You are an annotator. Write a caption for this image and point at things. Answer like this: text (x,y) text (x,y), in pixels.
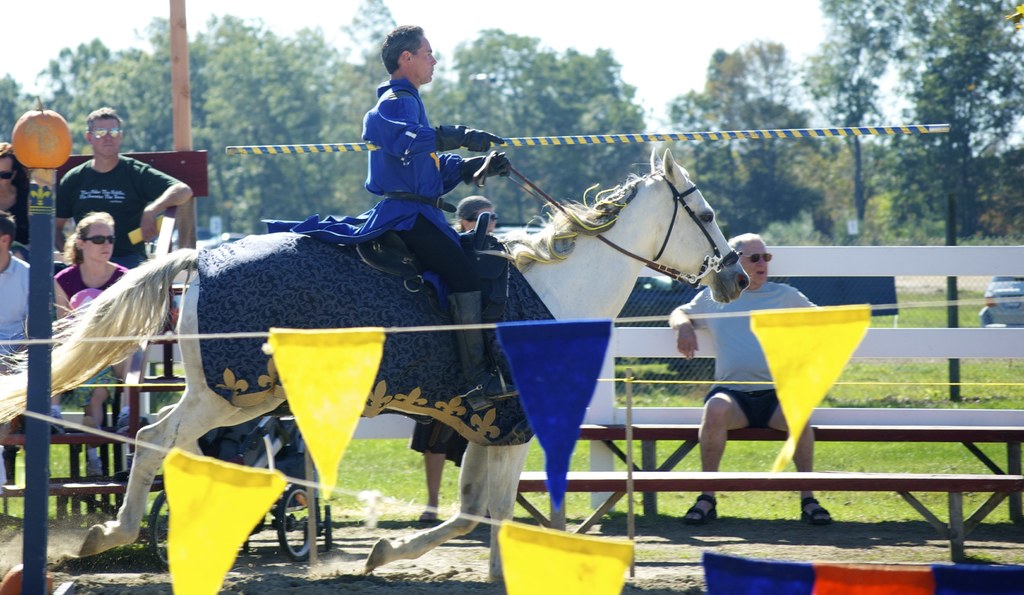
In this picture a person (327,233) is riding a horse (560,312) and behind him there are people (745,424) sitting on the bench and in the backdrop (94,77) there is a pole (172,67), there are some trees (784,63) and sky (608,31) is clear.
